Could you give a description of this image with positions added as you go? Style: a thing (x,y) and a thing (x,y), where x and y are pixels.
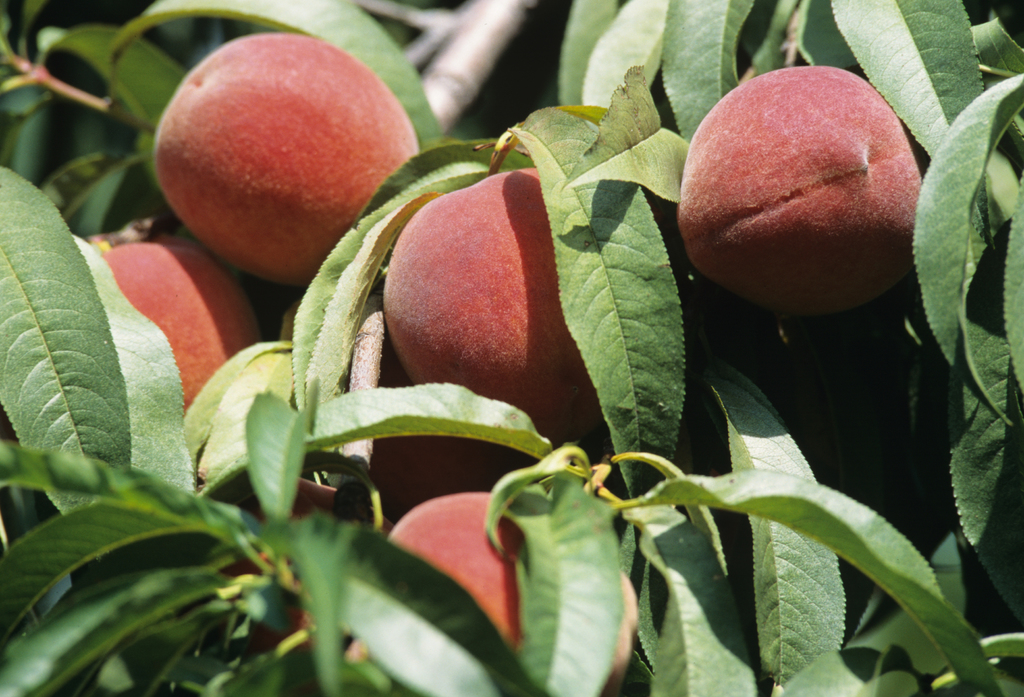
In this image there are peaches (839,295) to the plant (605,274).
